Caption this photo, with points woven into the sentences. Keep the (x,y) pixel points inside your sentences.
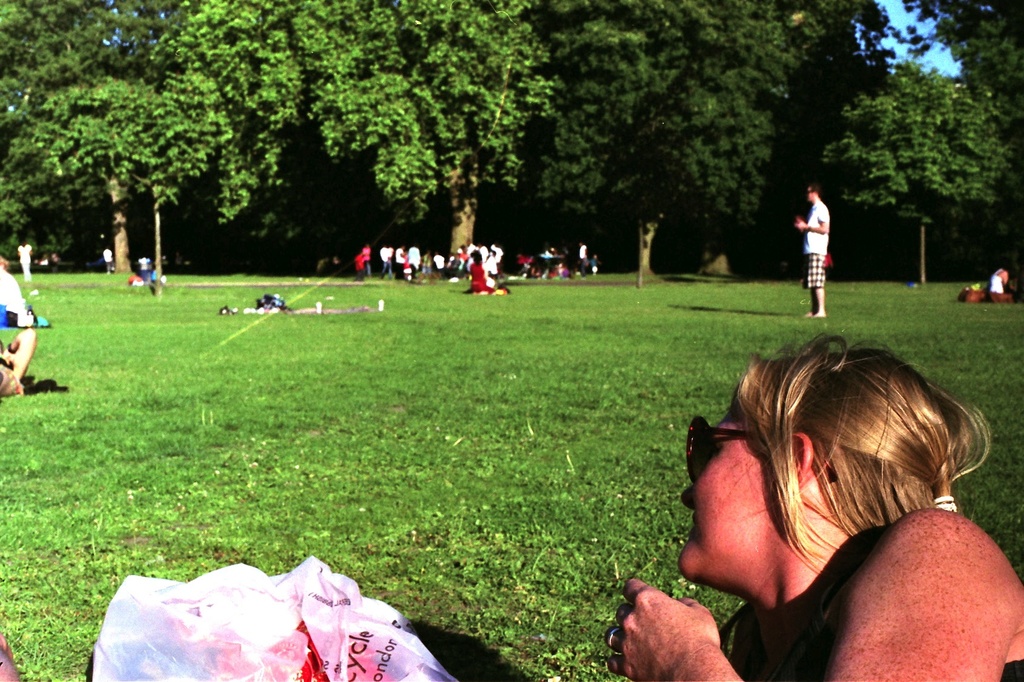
At the bottom of the image (750,557) there is a lady (736,553) and also there is a plastic bag (205,636). There is grass (52,607) on the ground (327,502) and also there are many people (479,253). In the background (329,145) there are trees (139,220).
